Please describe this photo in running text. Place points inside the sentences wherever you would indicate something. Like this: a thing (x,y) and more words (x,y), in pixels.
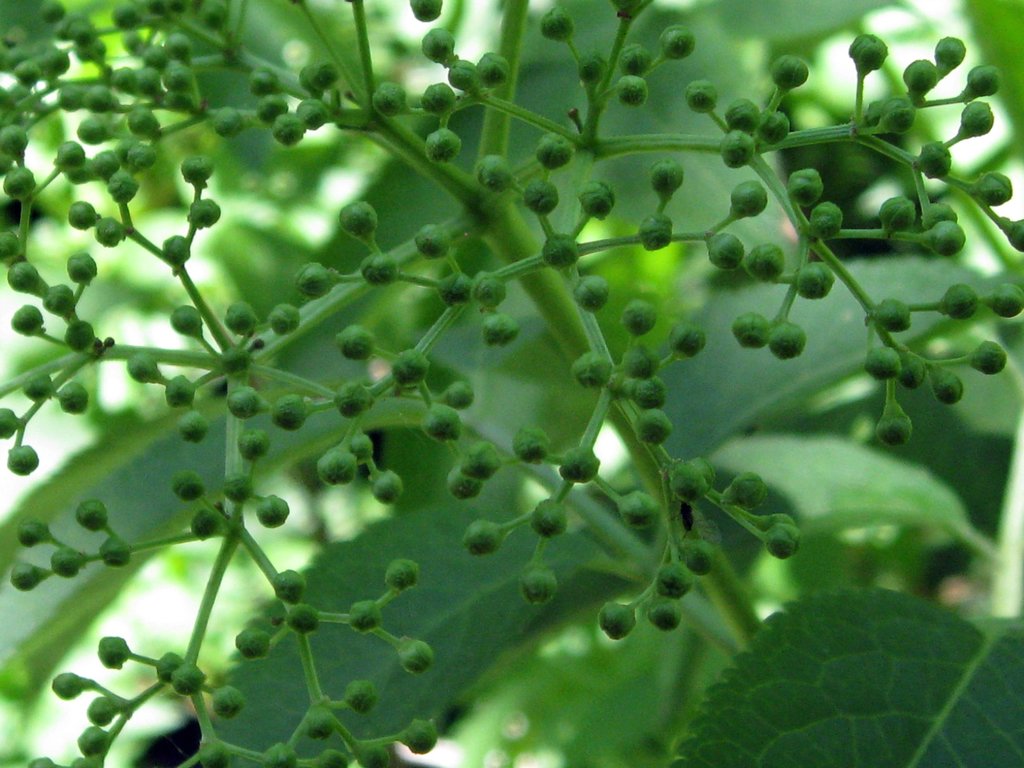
In this picture we can see the type of a green plant (573,452) in the front (634,511). Behind there is a blur background (139,497) with some leaves (537,666).
